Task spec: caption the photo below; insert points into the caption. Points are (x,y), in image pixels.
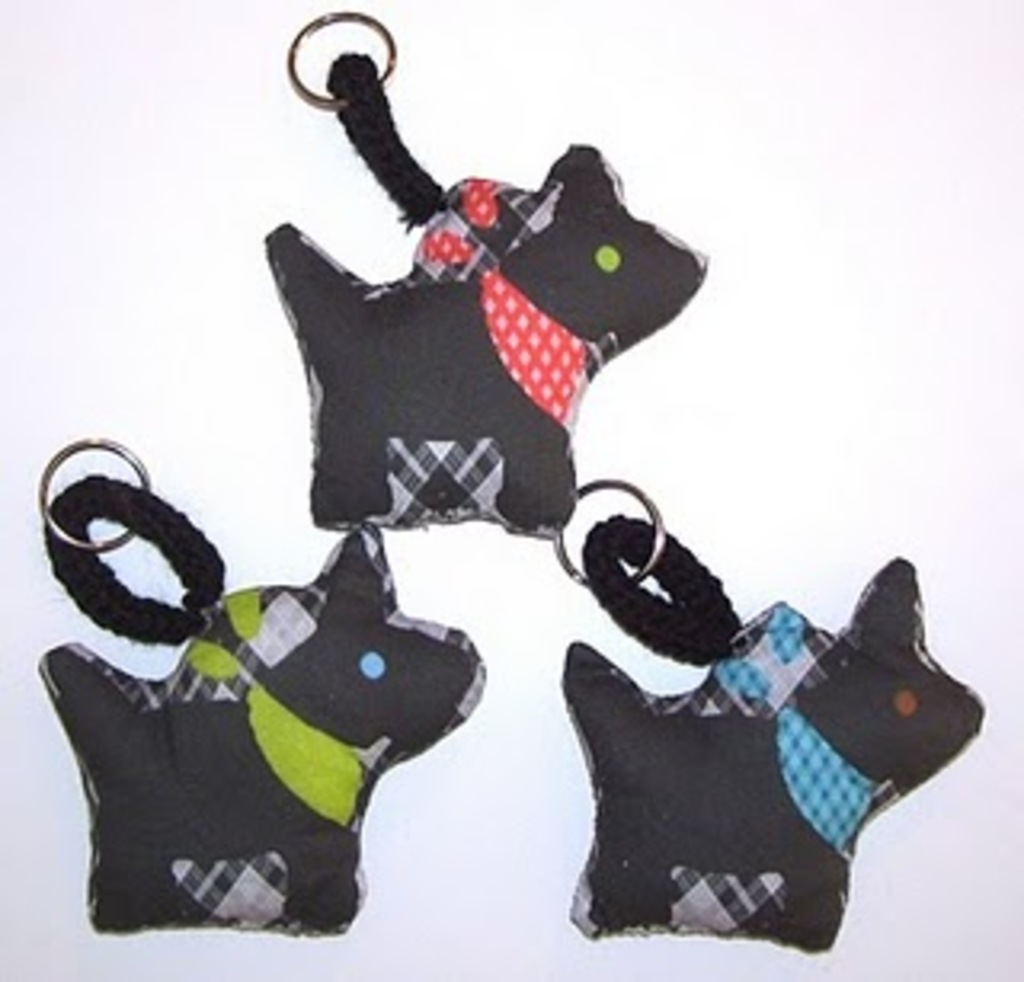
In the image on the white surface (896,480) to the bottom left of the image (331,719) there is a key chain (174,778) of the black color dog (258,705) with a green stole (344,784). Beside that to the right side of the image (911,754) there is a another key chain (783,744) of the dog (784,767) with blue stole (819,751). And to the top of the image (509,255) there is a keychain (461,304) of the dog (528,292) with red stole (518,314).
